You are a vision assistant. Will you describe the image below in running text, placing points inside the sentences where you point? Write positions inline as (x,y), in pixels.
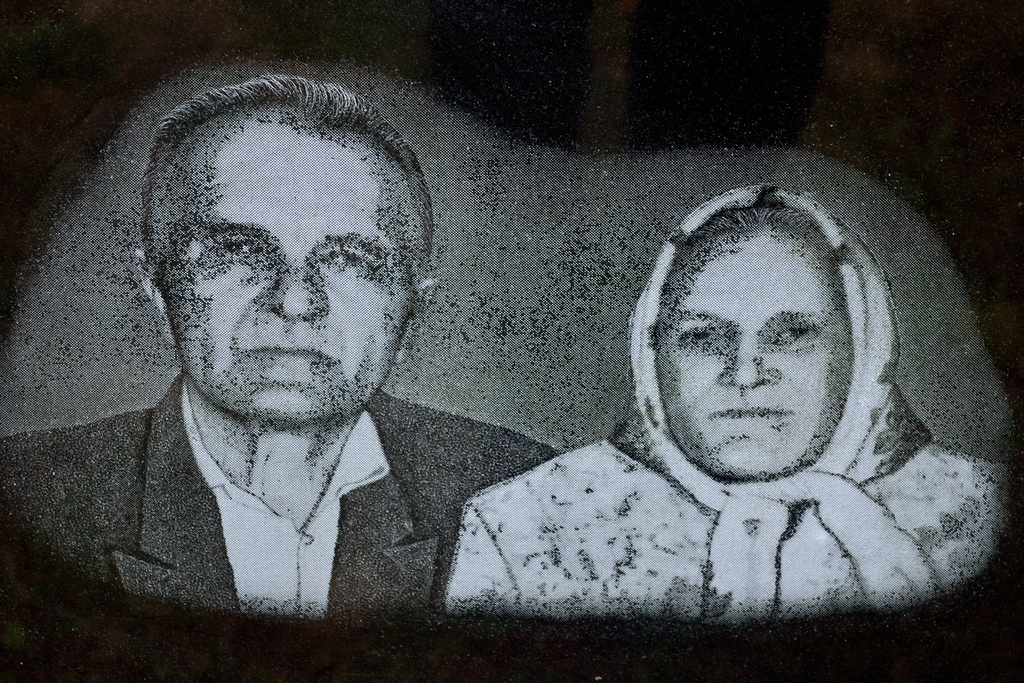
In this picture I can see there is a man (392,246) and a woman picture (638,427) and the man (93,487) is wearing a black blazer (155,486) and they are not smiling.
